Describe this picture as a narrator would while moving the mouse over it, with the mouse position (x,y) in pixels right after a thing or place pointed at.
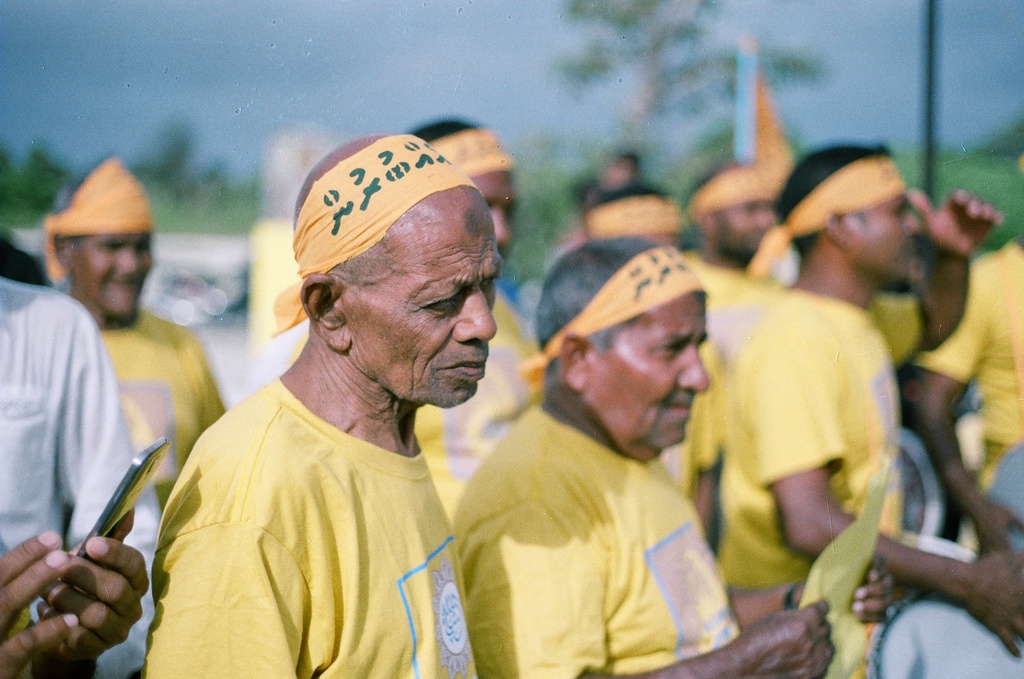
In this image we can see a few people (399,399), among them some people (495,468) are holding the objects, there are some trees (179,169), plants (1014,194), pole (926,87) and a flag (743,72), in the background (144,74) we can see the sky (105,69).
